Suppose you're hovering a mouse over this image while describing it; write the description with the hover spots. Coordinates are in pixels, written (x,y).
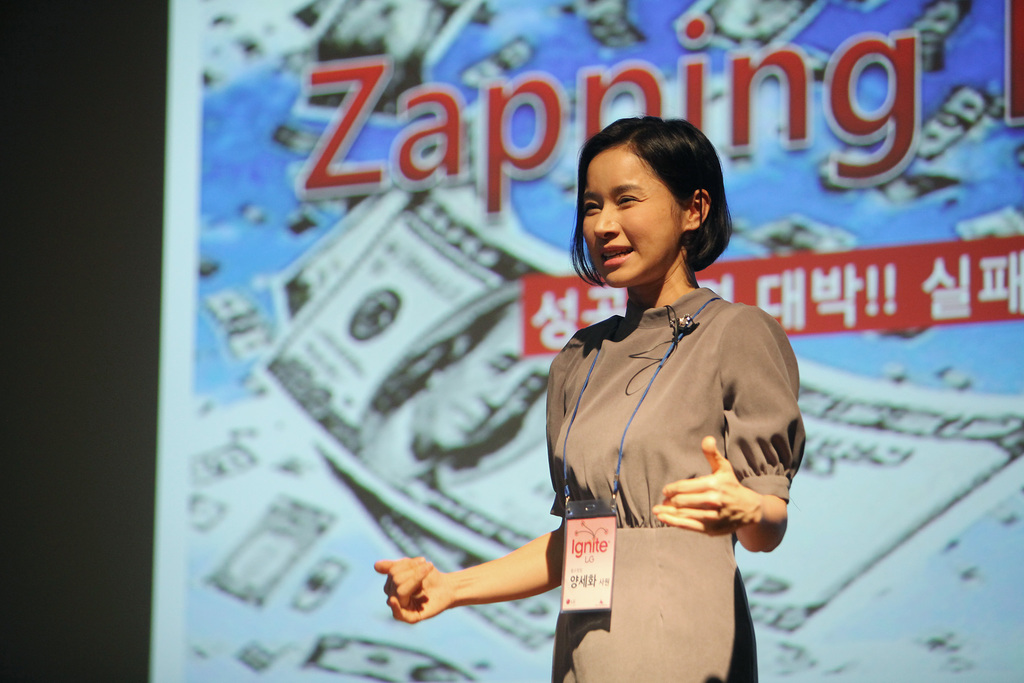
There is a lady (475,572) in the center of the image (665,430) and there is a poster (436,223) in the background area (417,205).
